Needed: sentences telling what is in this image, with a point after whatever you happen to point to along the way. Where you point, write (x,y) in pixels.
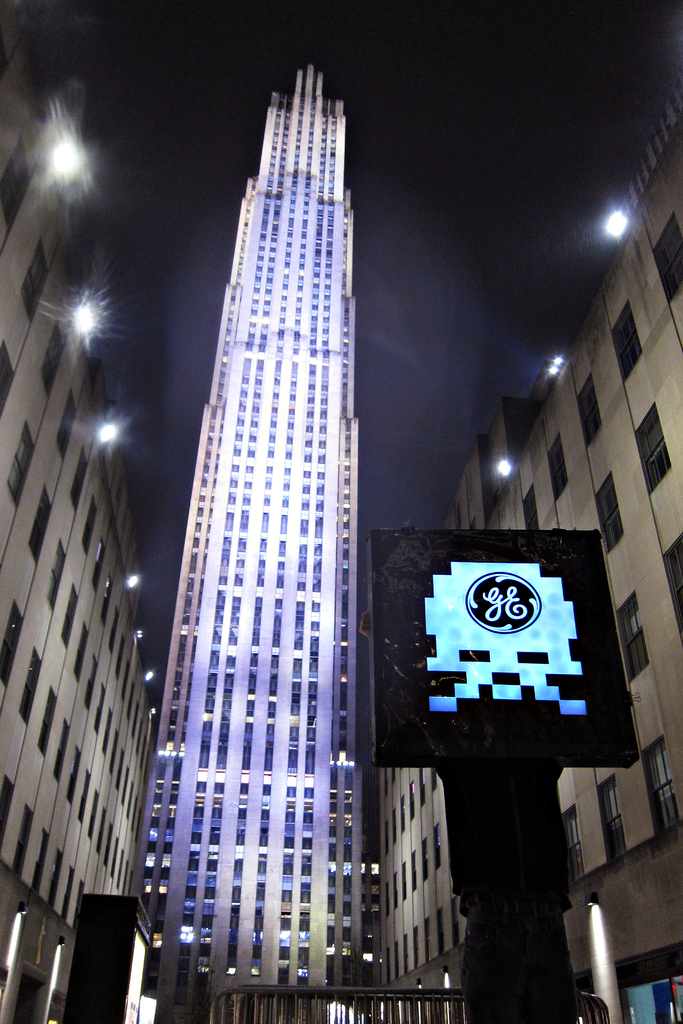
In this image we can see buildings (306,421), lights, objects (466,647), a person (511,804) holding an object (438,600) in the hands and the sky (251,61).
